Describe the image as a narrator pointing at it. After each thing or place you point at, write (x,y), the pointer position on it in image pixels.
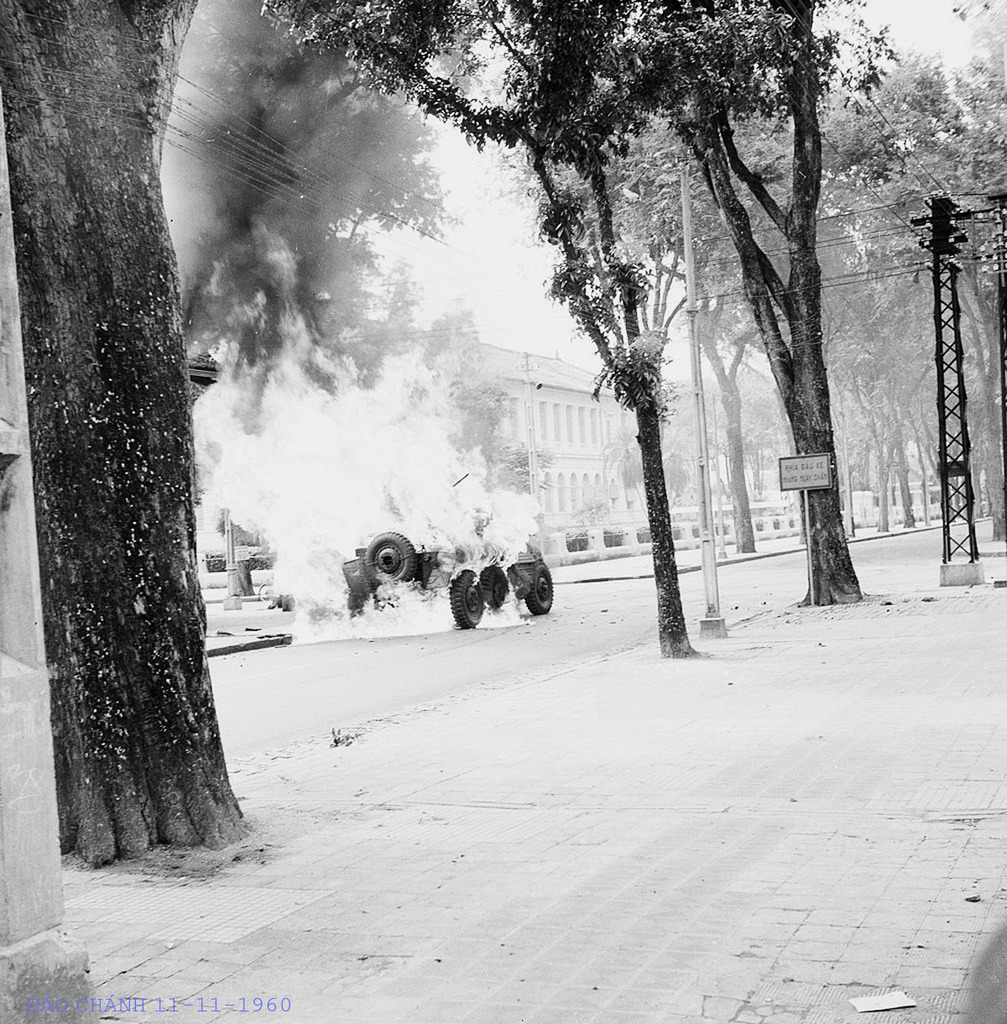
In this image I can see trees (172,482), board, light poles (706,521), wires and a vehicle (547,605) burnt in fire (437,596). In the background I can see buildings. On the top (510,336) I can see the sky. This image is taken during a day.
